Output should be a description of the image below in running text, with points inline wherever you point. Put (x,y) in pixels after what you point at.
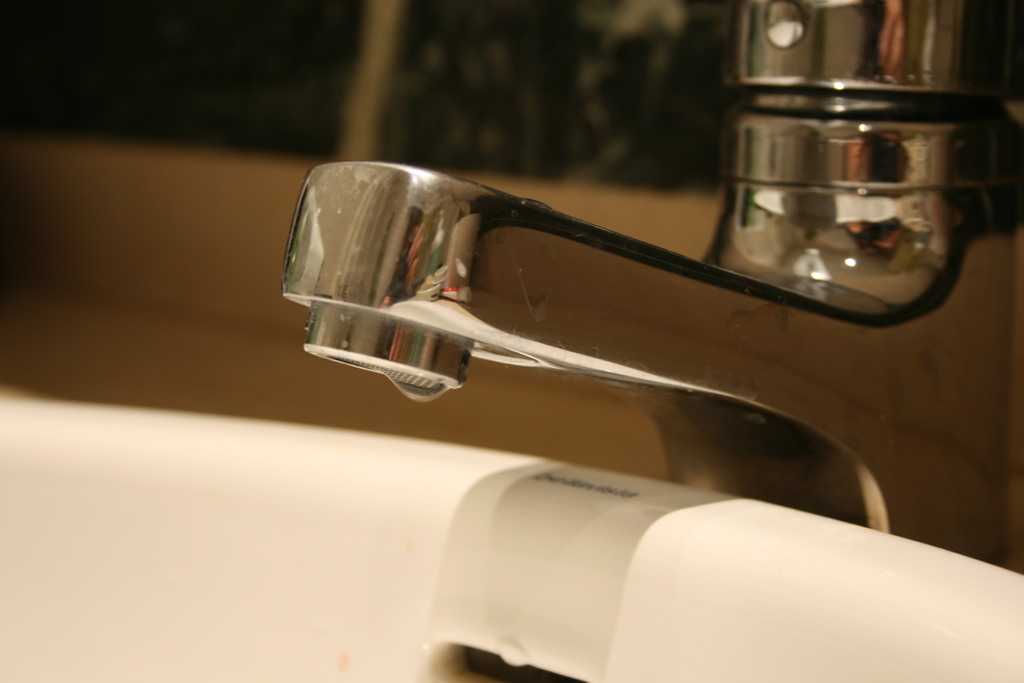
In this image there is a sink (461,556) in the middle (407,445). At the top of the sink (495,560) there is a metal tap (681,261).
